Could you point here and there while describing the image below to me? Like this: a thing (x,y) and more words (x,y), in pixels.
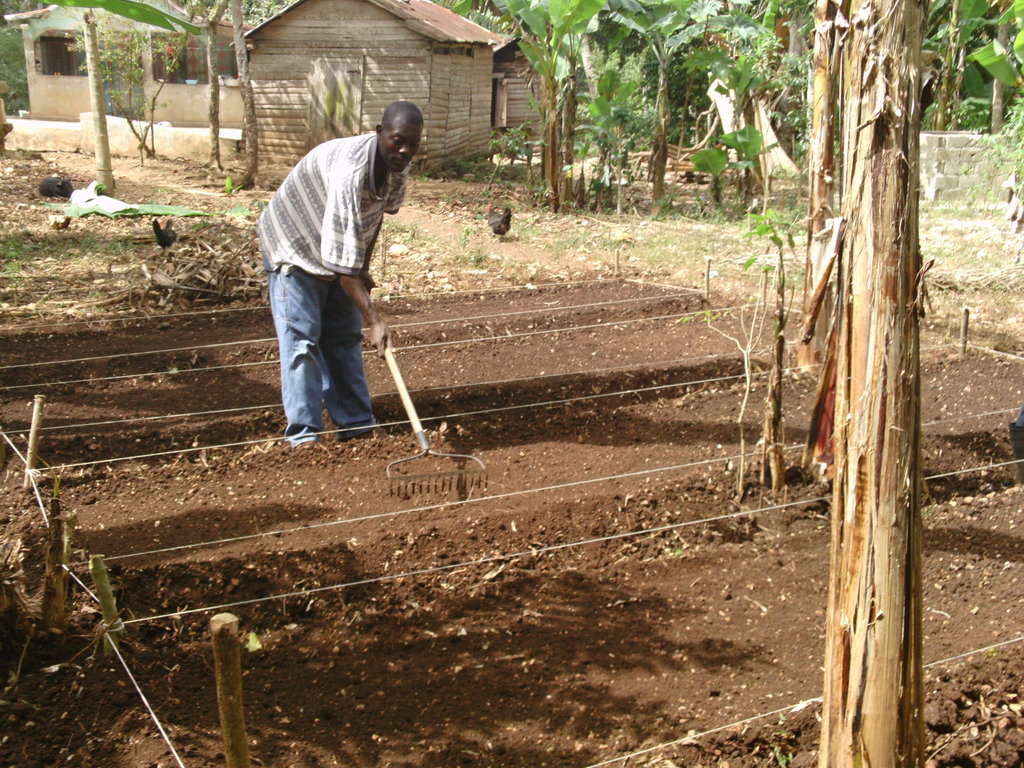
In the image we can see a person (309,281) wearing clothes (317,251) and holding an object (406,405) in hand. This is a soil (606,631), rope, wooden stick (230,692), grass (641,234) and trees (731,60). There is a house (179,78) and black hen (54,190).
